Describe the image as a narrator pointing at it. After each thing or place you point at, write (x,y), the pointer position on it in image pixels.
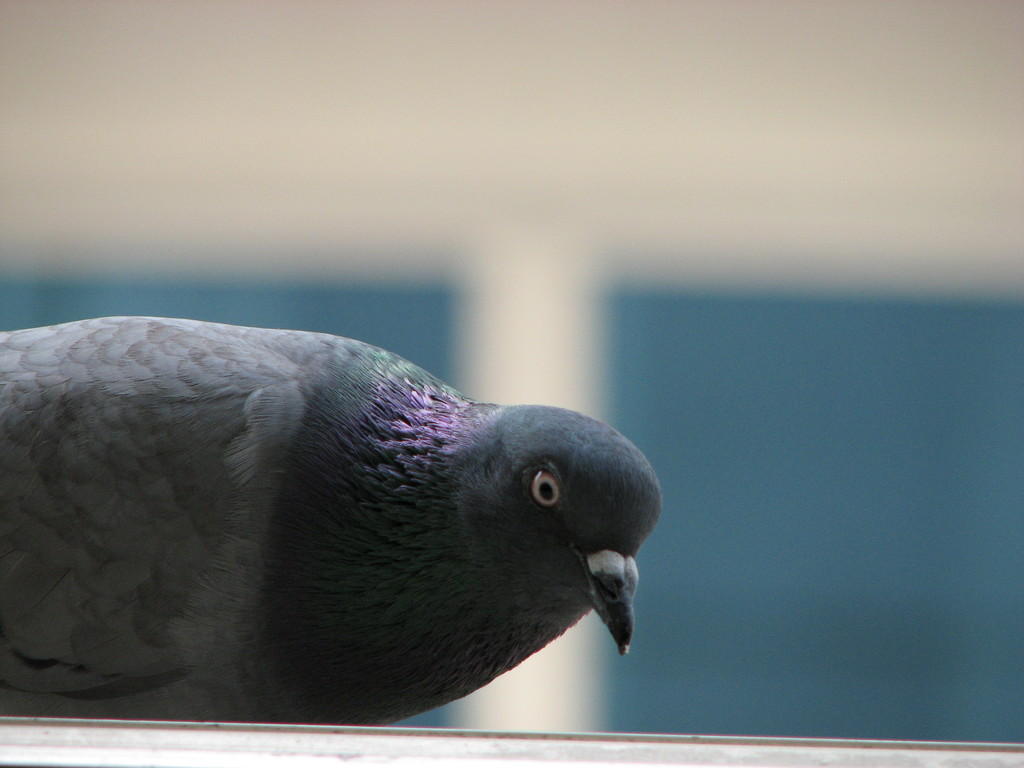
In the image we can see a bird (374,685). Background of the image (974,692) is blur.
